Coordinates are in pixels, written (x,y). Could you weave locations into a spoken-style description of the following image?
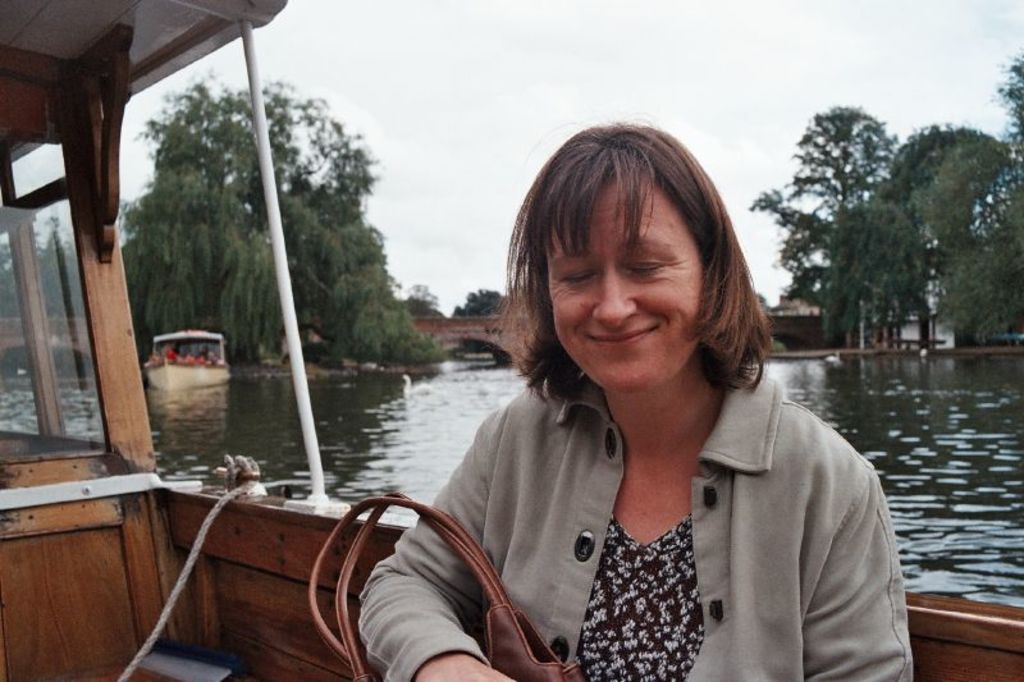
In this image there is a person (507,533) in a boat (280,496), which is on the water (349,425), and there are ducks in the water (456,385), a boat (174,366) on the water (226,409), there is a bridge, there are trees (876,319), and in the background (464,221) there is sky (409,94).
